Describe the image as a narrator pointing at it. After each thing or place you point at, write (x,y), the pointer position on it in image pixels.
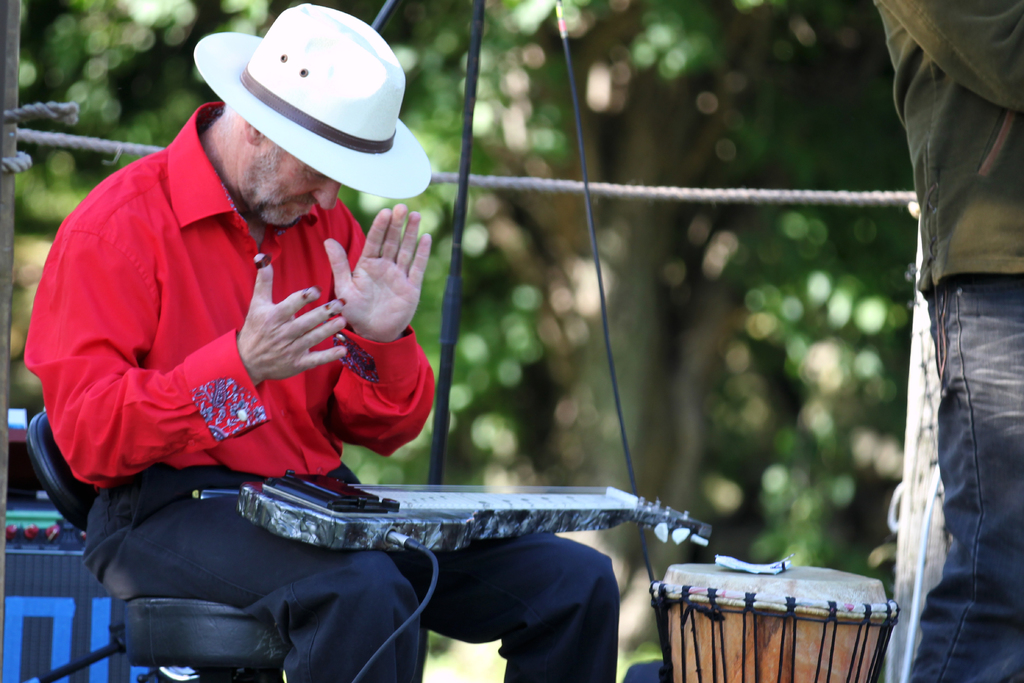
In this image i can see a man (283,325) sitting on a chair (215,612) there is some musical instrument (426,513) on him at the back ground (491,351) i can see a tree (502,317).
